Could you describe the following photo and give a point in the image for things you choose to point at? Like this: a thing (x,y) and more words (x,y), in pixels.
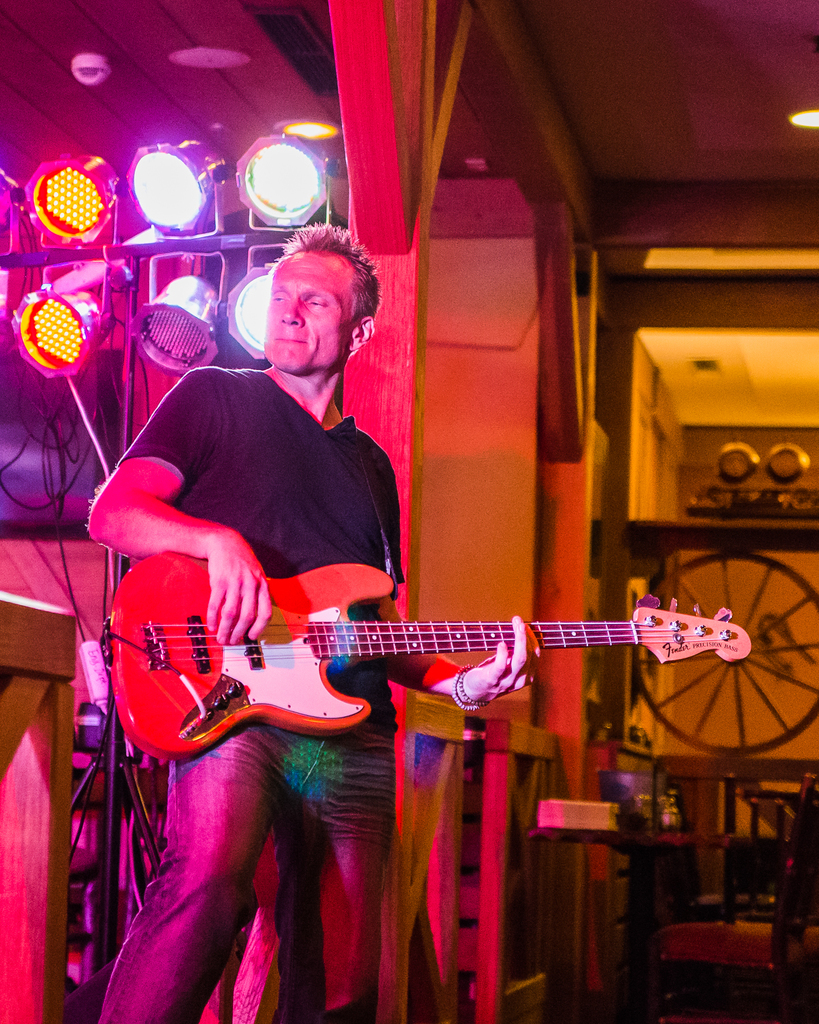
In this image I can see a man (457,702) is standing and holding a guitar (725,641) in his hand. In the background (235,312) I can see few lights (245,276).
